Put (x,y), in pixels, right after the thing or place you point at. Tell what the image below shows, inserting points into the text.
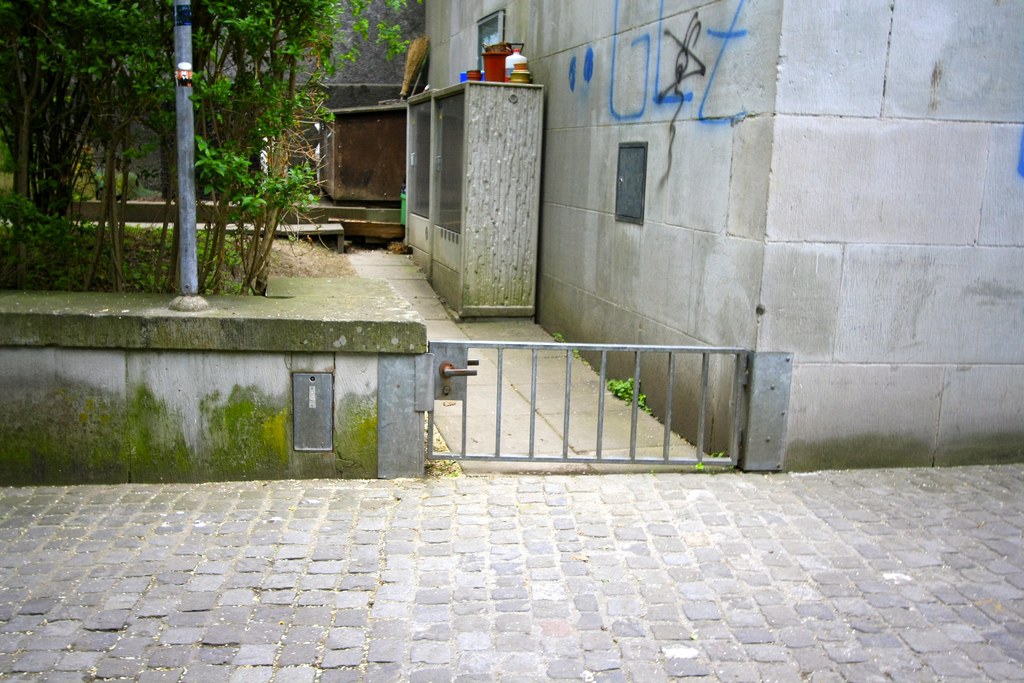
In this image we can see a wall (351,335) with a metal grill (497,434). We can also see a group of plants (200,264), a pole (194,249), a broom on a container (345,183), some objects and a bottle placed on the cupboards (444,211), a photo frame (483,22) and some painting (688,94) on a wall (792,253).
